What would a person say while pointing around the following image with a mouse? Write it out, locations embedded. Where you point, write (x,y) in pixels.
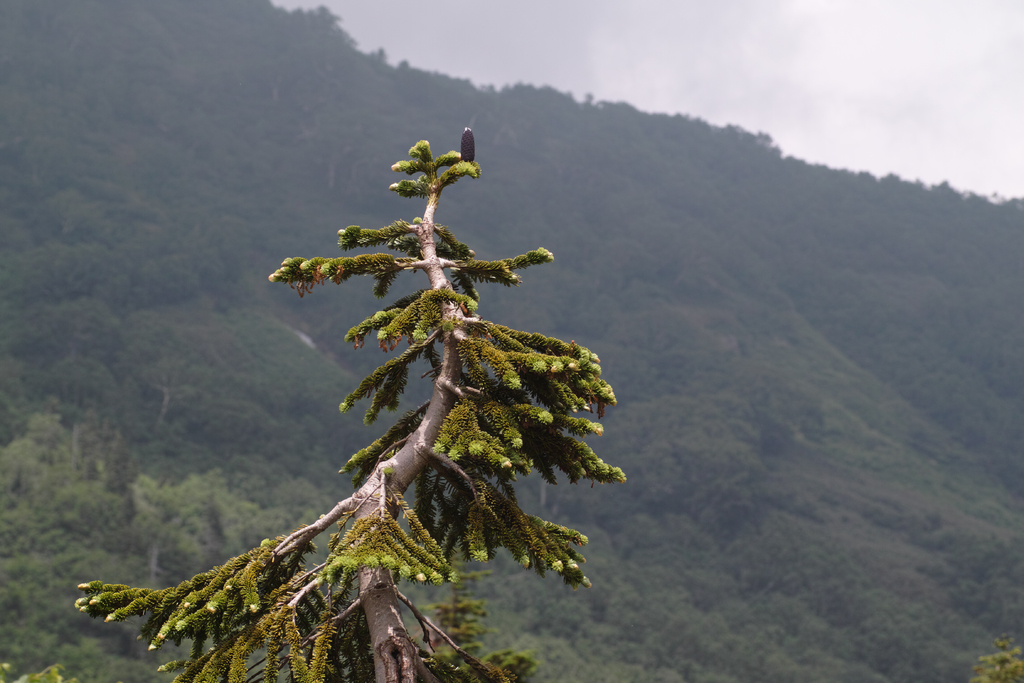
In this picture I can see trees (426,633), and in the background (771,335) there is a mountain (811,377) and sky (816,67).
